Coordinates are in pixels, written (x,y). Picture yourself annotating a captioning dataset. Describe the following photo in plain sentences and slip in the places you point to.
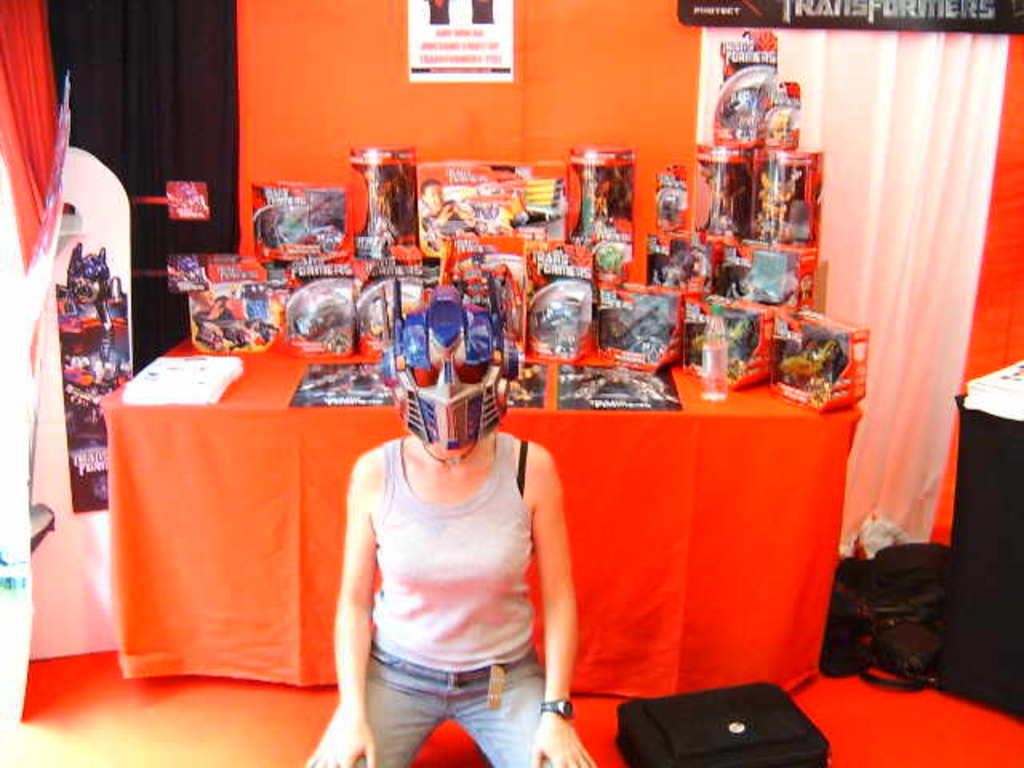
In this image we can see a woman (441,583) and she wore a helmet kind of object (446,389) on her head (436,398). In the background (333,234) there are toys (336,227) and papers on a table (322,393), curtains (869,107) and hoardings (107,259). There are bags (774,732) on the floor (880,715) on the right side (736,698).
